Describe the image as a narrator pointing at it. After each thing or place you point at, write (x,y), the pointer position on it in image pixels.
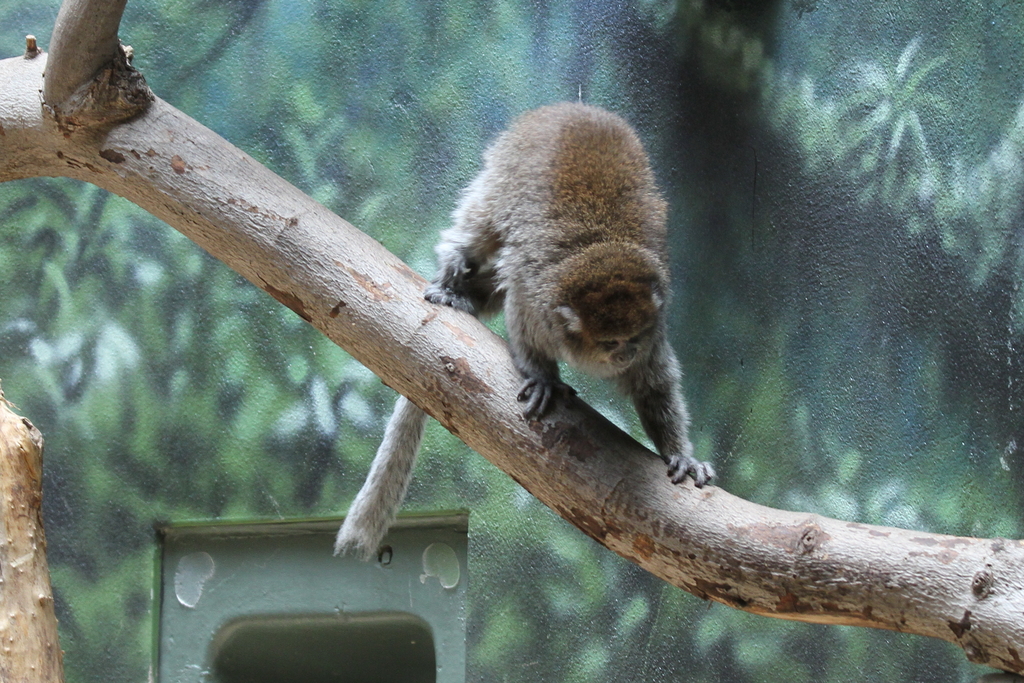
This image is taken outdoors. In the background (873,331) there is a wall (180,313) with a door (265,613). In the middle of the image (344,345) there is a tree (251,214) and there is a monkey (579,210) on the tree (439,407).
